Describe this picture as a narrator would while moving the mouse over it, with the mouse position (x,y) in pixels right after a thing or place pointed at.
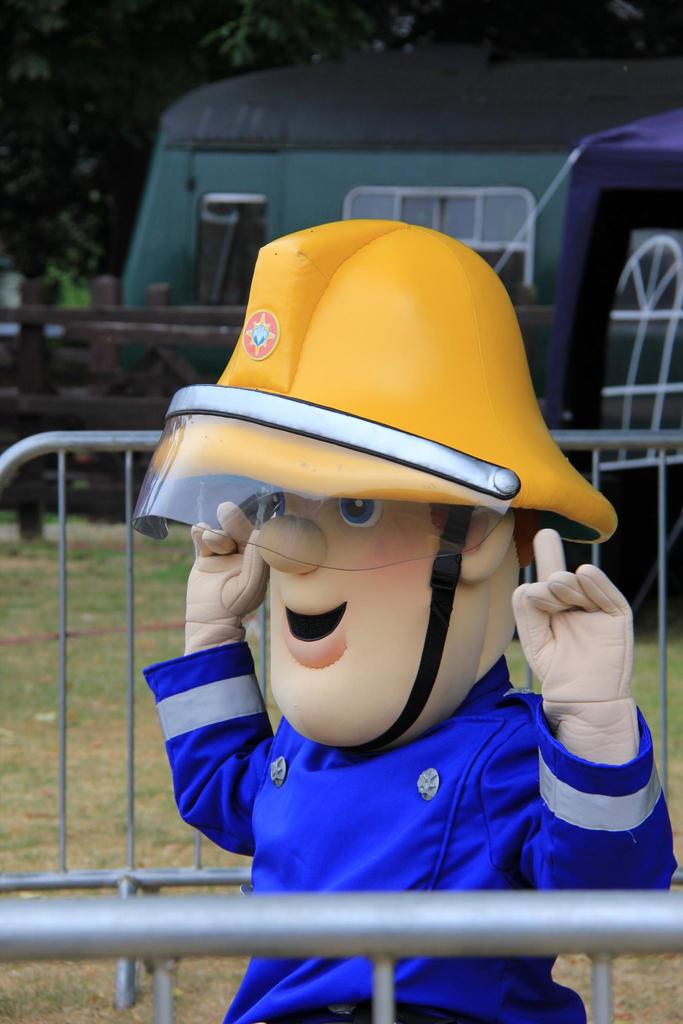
In this image there is an inflatable doll (290,620), around the doll (246,598) there is a metal fence (65,618), in the background of the image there is a tent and trees (117,187) inside a wooden fence (149,335).
